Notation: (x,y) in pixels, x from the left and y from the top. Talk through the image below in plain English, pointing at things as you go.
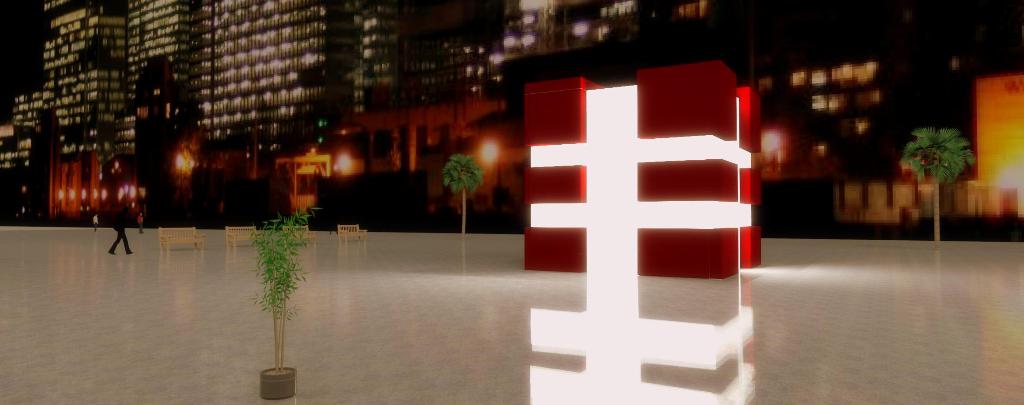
In this picture i can see so many buildings (404,93), in front of the buildings (432,78) there is a floor (448,322) on which we can see some people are walking, benches (170,234) and there is a lighted cube (576,177).
